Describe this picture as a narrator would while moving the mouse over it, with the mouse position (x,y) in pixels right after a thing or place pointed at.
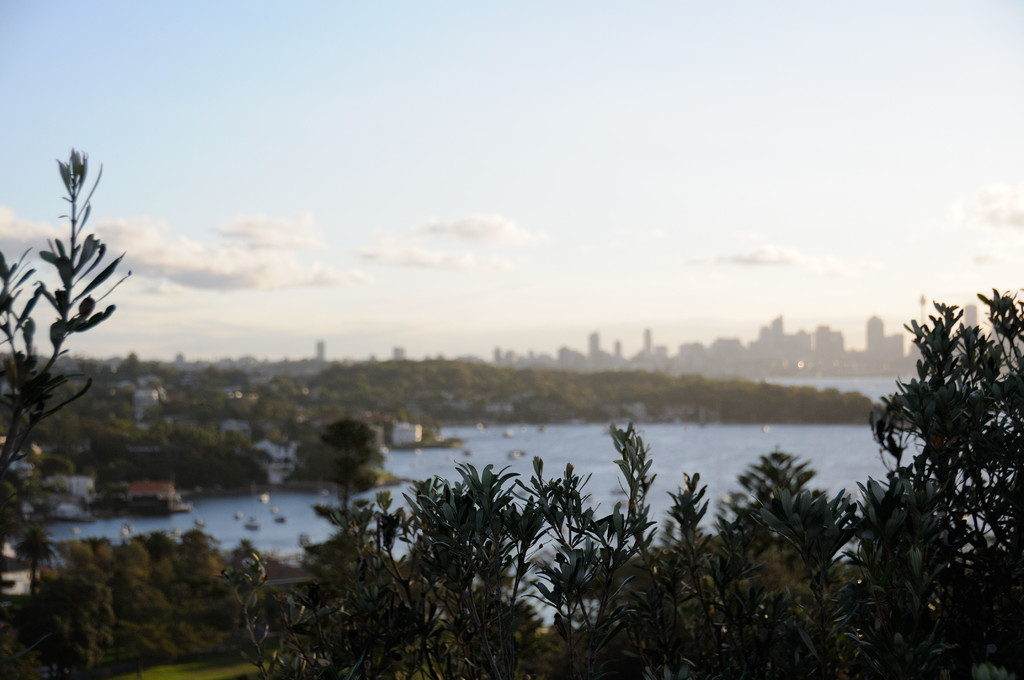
This is water (726,461). Here we can see plants (354,580), trees (341,432), and buildings (874,339). In the background (158,340) there is sky (471,256).
